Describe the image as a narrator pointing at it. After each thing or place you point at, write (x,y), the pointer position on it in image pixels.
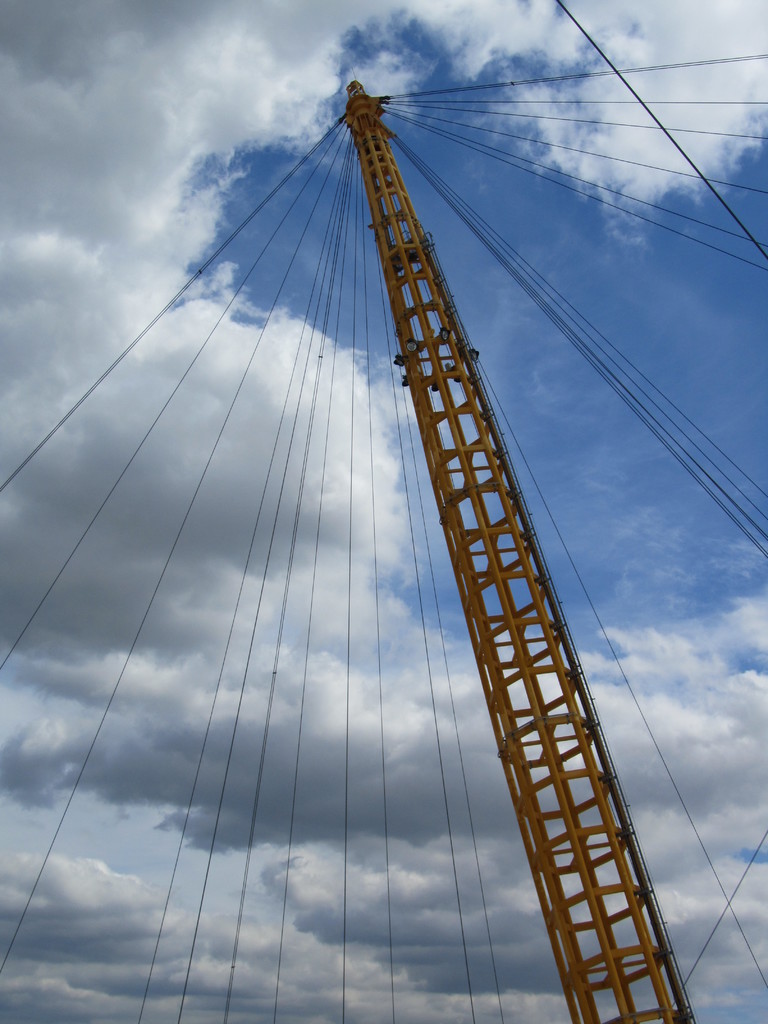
It is a giant construction crane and plenty of wires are attached to that crane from the tip (364,105) and above the crane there is a sky (314,226).
